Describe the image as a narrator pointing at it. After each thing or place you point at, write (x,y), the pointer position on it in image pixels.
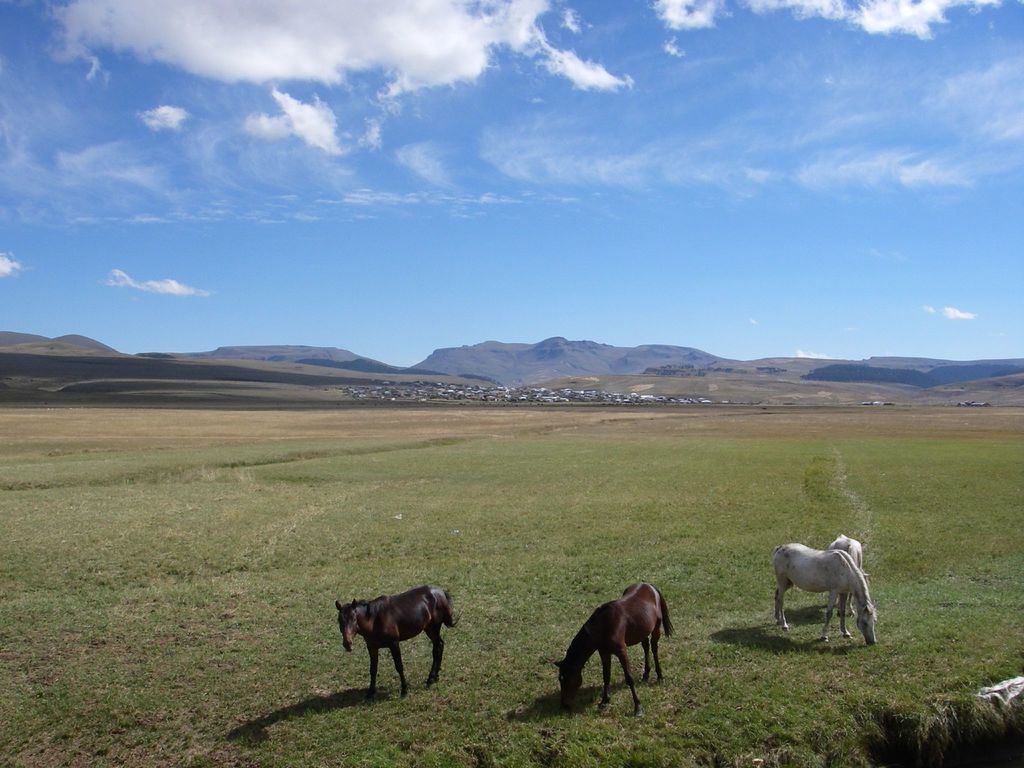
In this picture we can see the horses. In the background of the image (624,385) we can see the hills (717,388), grass (546,417), stones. At the bottom of the image (425,637) we can see the ground (630,466). At the top of the image (765,177) we can see the clouds (324,23) are present in the sky (512,288).
